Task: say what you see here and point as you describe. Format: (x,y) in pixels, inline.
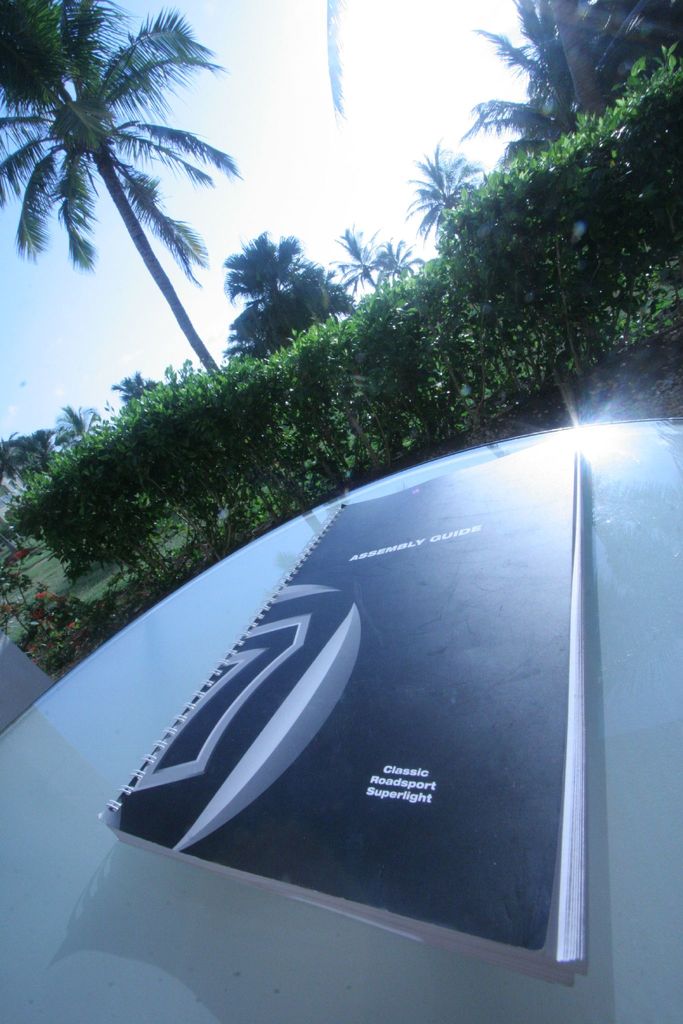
There is a book (472,844) on this table (649,788), these are the bushes (445,360) in the middle of an image (326,414) and there are trees (185,230) in this image.
